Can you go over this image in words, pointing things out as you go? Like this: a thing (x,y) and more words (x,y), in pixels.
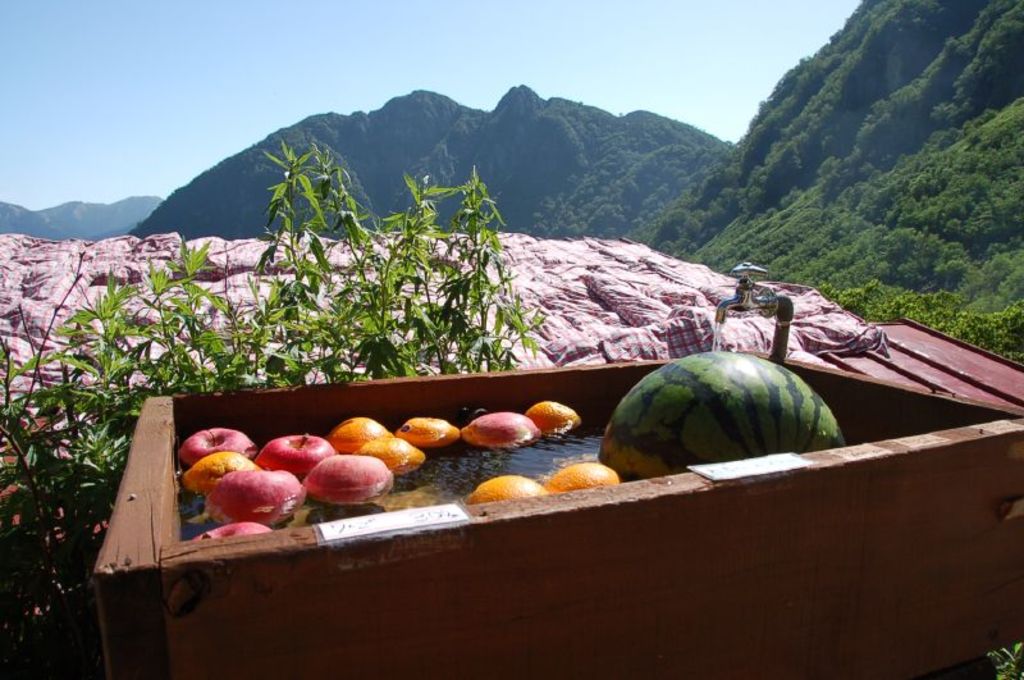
In this image there are some fruits (397,432) in a wooden basket (586,422), the wooden basket (424,477) is filled with water (556,442) from the tap (754,309) beside it, behind the basket (346,391) there is a plant (236,351), behind the plant (480,302) there is a rooftop (897,365) covered with a cover (242,289). In the background of the image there are mountains (710,204).
